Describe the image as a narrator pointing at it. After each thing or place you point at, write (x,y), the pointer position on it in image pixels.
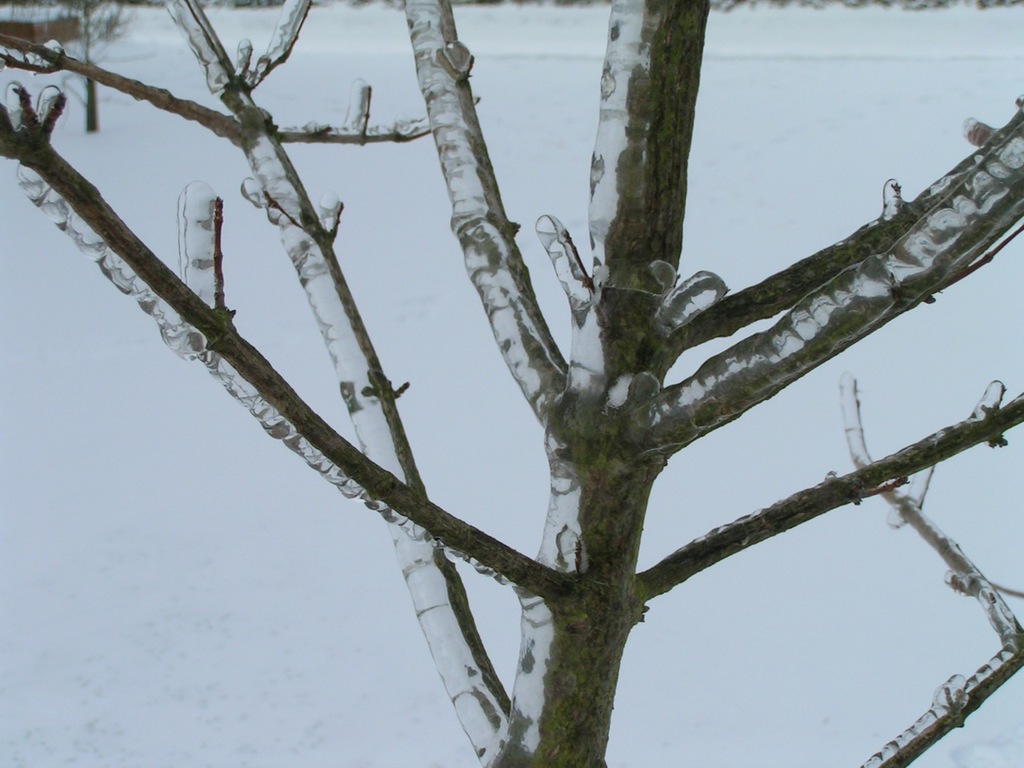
In this image there is a tree (743,352). There is ice (838,303) on the tree (801,312). In the background (350,432) there is snow (121,375) on the ground (392,606).
